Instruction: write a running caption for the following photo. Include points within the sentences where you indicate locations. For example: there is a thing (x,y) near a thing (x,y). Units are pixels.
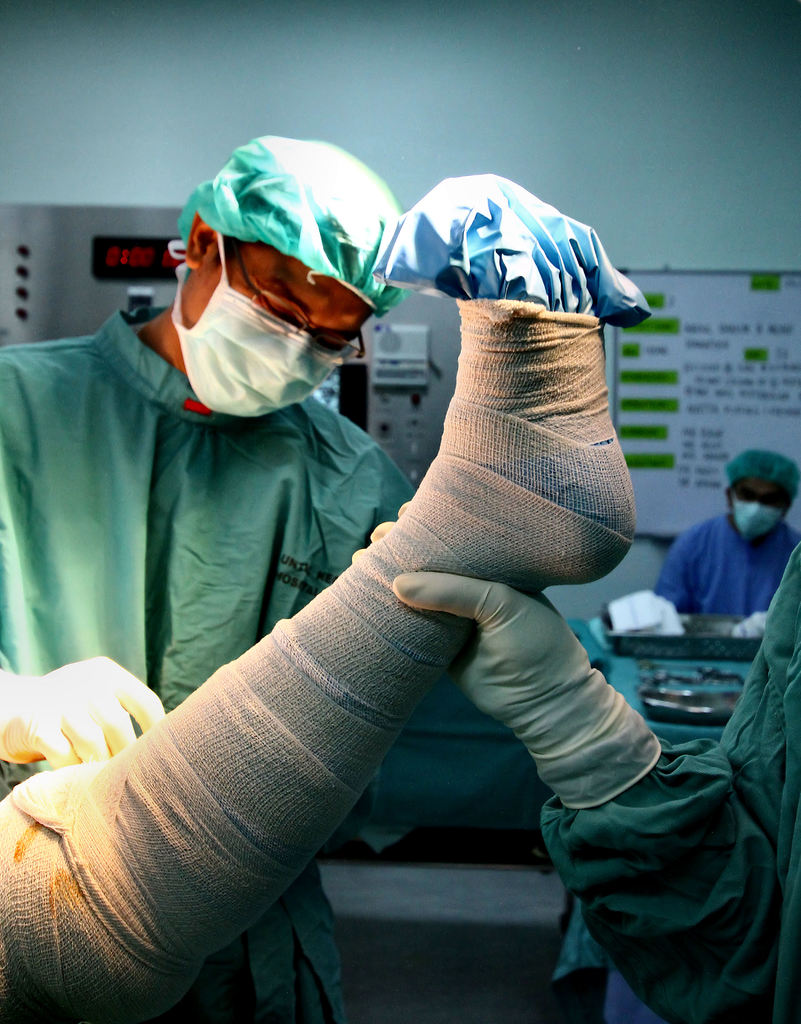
In this image we can see a person (734,862) wearing green color dress (714,848) and gloves (569,785) is holding a person's leg (344,633) bounded with bandage cloth (226,709), here we can see another person (229,476) wearing green color coat (158,514), mask (230,402), spectacles (247,283) hand gloves (14,757) is also standing here. The background of the image (730,554) is slightly blurred, where we can see a person (774,538) wearing blue color coat (720,552) and face mask (755,510). Here we can see a few things (679,652) kept on the table (677,730), we can see board (696,347), a few objects (405,338) and the wall (352,152).
